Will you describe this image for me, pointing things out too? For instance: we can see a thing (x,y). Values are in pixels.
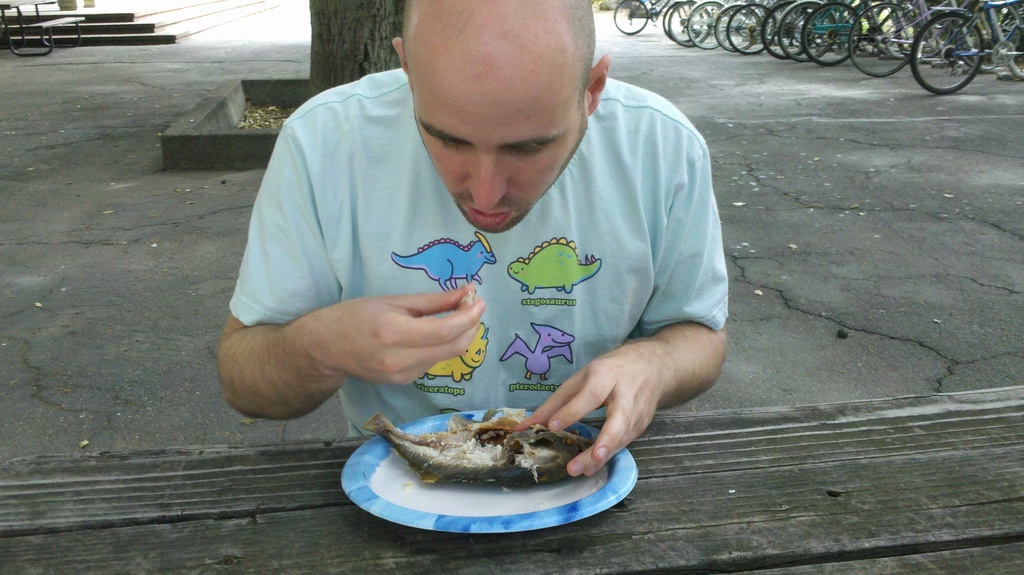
In the center of the image (360,220) we can see a man (318,239) sitting at the table (849,479). On the table (842,471) we can see fish (454,438) on plate (453,519). In the background (991,62) we can see cycles (773,40), tree (355,62) and stairs (151,34).
